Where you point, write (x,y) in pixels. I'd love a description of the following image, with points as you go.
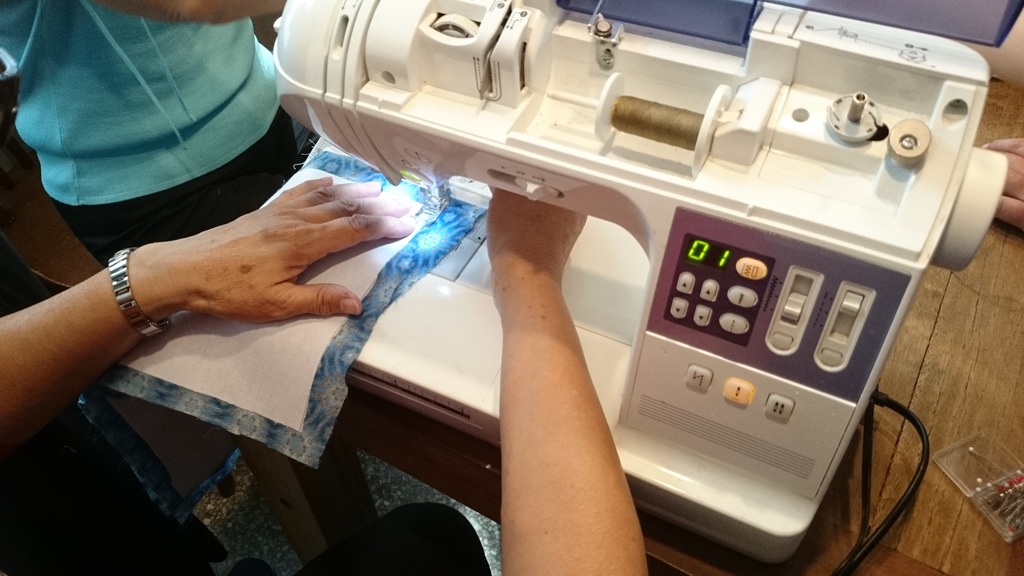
As we can see in the image there are two people (125,213), cloth (252,332) and table (444,447). On table (421,431) there are sewing machine (680,249).
